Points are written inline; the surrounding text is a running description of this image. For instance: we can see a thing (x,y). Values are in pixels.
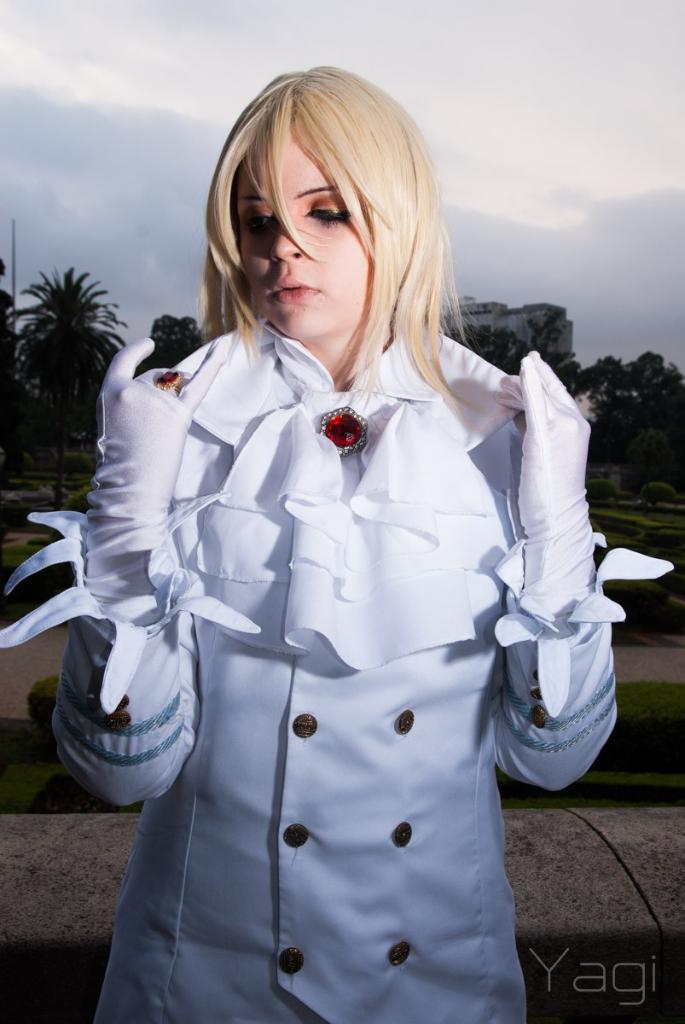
In this image there is a girl (170,711) standing in white dress (490,476), behind her there are so many trees (34,399).
